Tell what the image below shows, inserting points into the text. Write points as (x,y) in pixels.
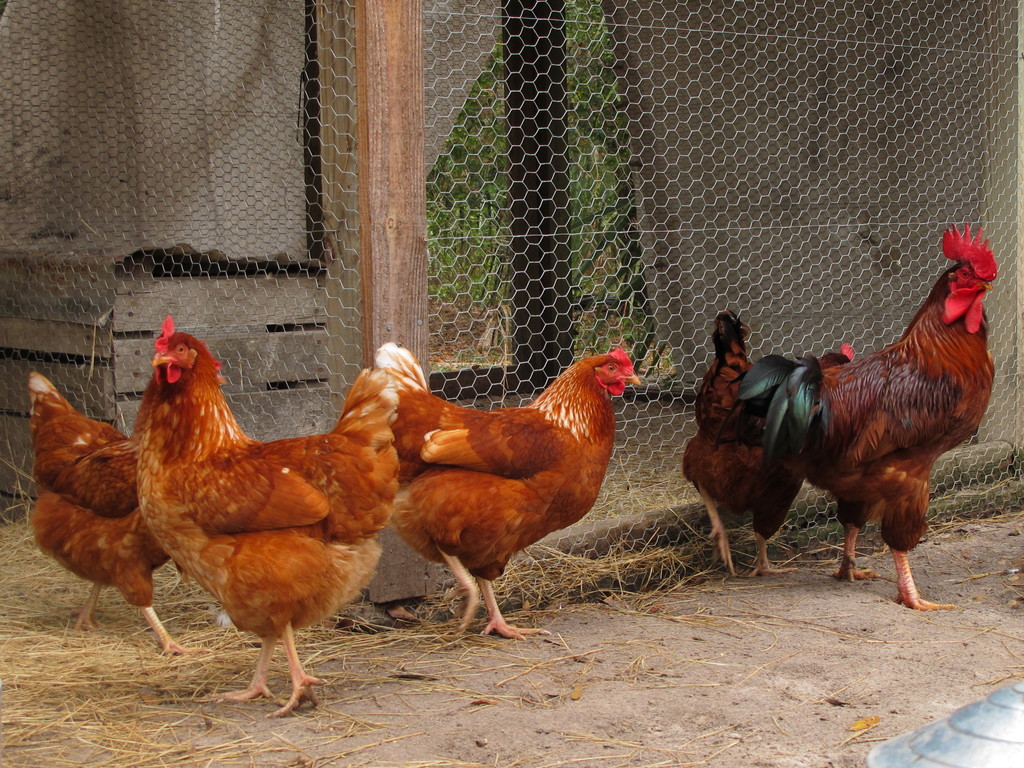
This is the picture of a place where we have some hens (418,385) on the floor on which there is some dry grass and behind there is a fencing (489,273).
